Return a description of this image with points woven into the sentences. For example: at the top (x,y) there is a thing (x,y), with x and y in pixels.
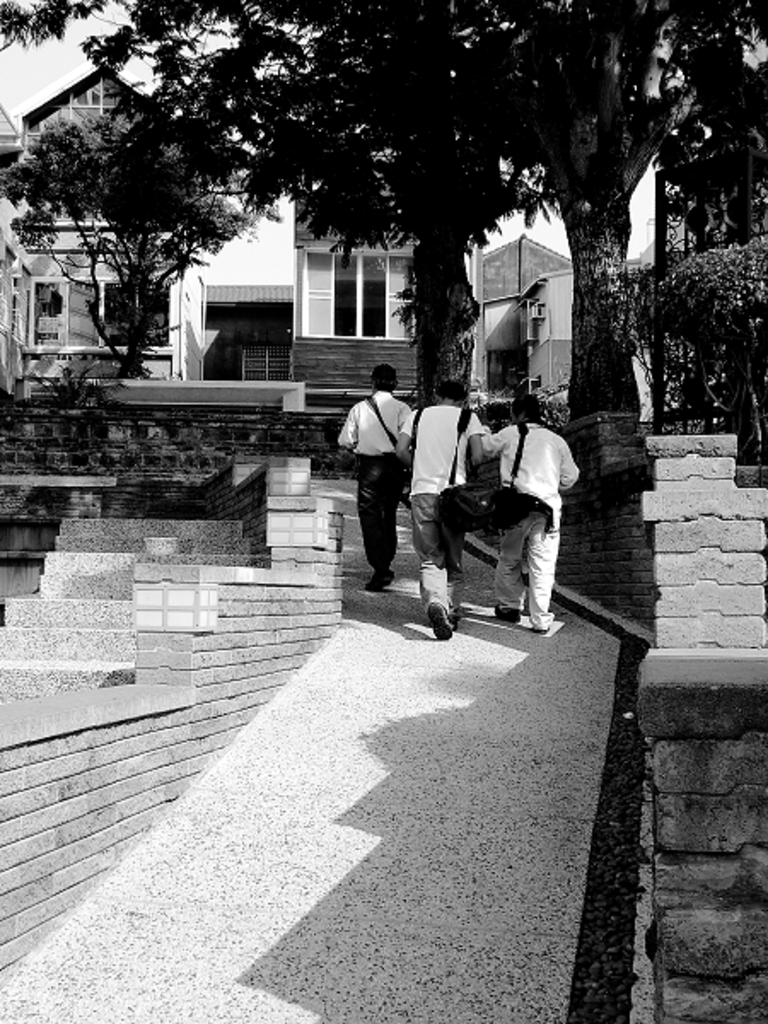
In this picture I can see three people (508,529) are walking and carrying bags (449,528). In the background (348,303) I can see buildings (346,294), trees (420,247), steps (28,657) and plants (728,294). This picture is black and white in color.
